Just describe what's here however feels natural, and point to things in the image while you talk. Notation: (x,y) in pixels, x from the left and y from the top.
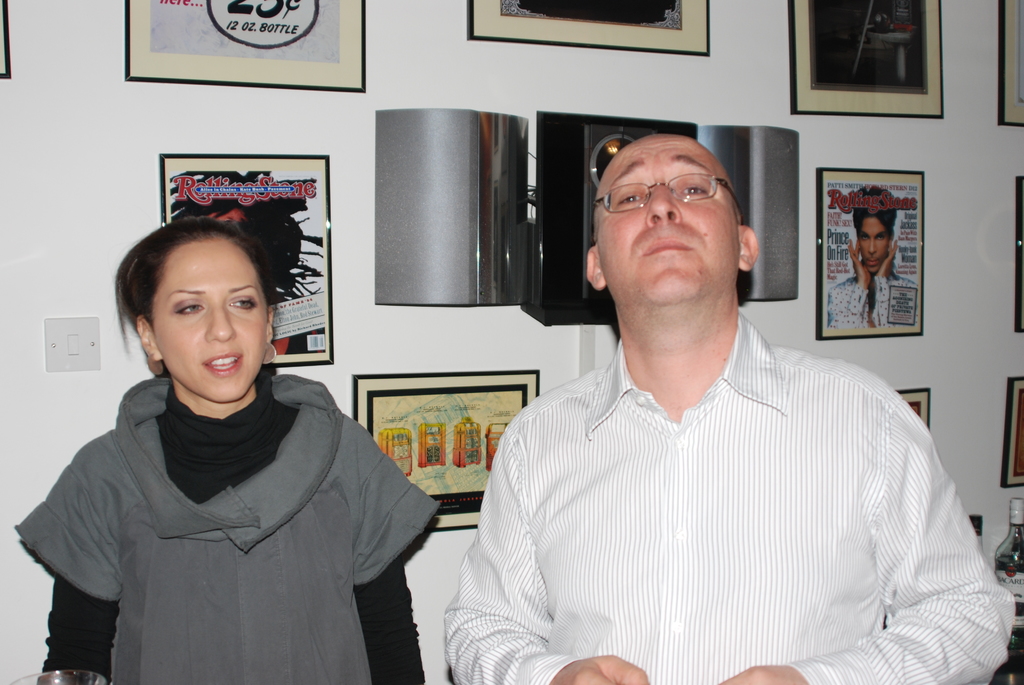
In this image I can see a person (676,467) wearing white colored shirt (732,495) and a woman (321,543) wearing grey and black colored dress (265,549) are standing. In the background (102,156) I can see the white colored wall (86,197), a switch board (80,324) to the wall (97,384), few grey and black colored objects (466,230) to the wall (987,545) and number of photo frames (418,396) attached to the wall (368,49). I can see two bottles (1006,539) in the bottom of the image (1011,581).
